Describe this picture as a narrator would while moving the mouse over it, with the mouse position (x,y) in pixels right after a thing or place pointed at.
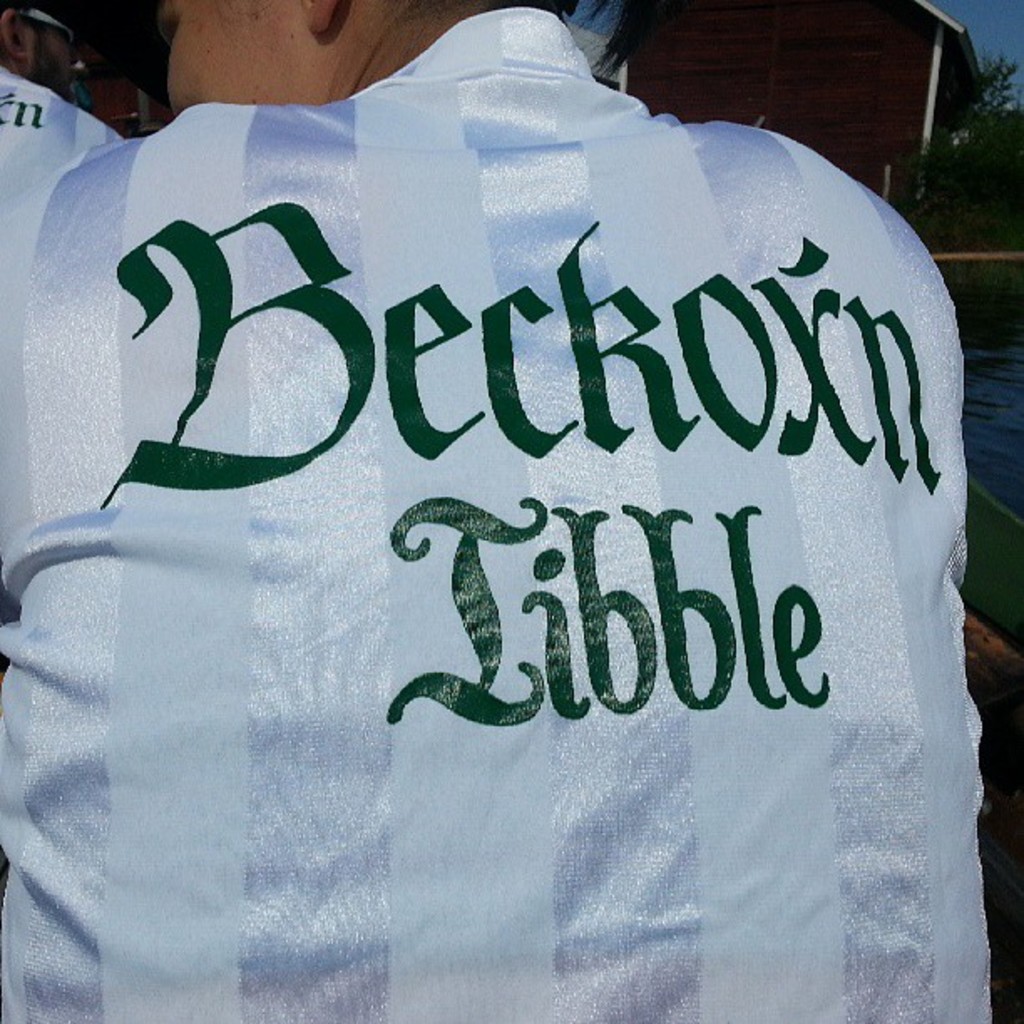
In this image there is a jersey (662,406) in the middle (642,369). There is a person (402,80) who is wearing the jersey (454,420). On the right side (924,75) top corner there is a building (863,104) and a tree (961,130) beside it.
